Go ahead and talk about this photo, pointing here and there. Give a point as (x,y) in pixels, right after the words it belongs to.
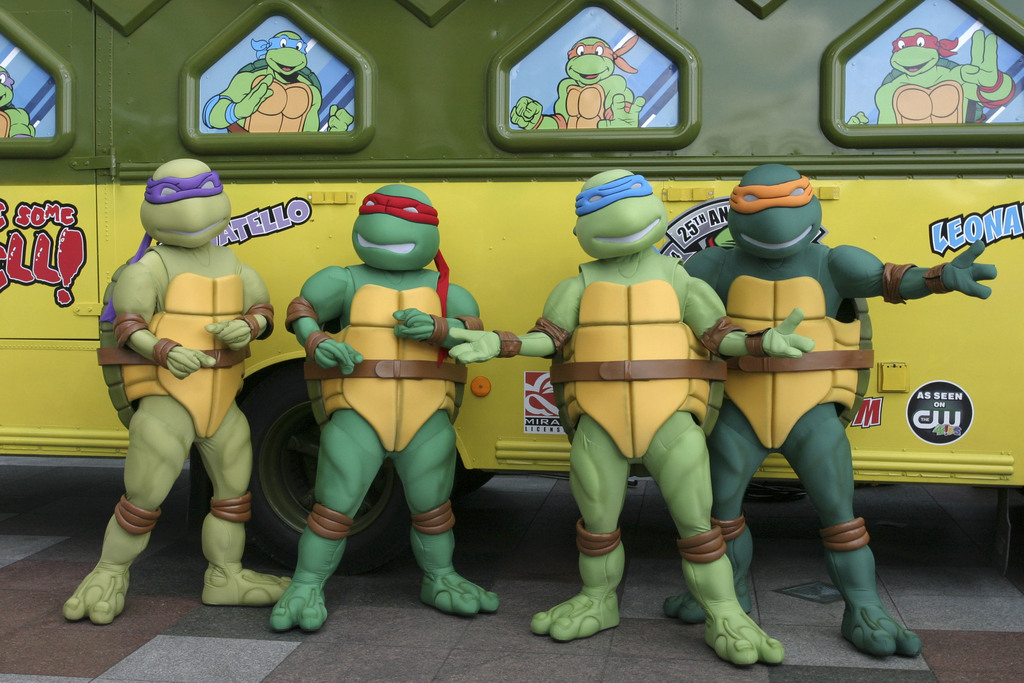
In the picture we can see some animated sculptures (226,346) which are standing on ground (387,615) and in the background of the picture (305,173) there is a bus (513,133) which is in yellow and green color.
